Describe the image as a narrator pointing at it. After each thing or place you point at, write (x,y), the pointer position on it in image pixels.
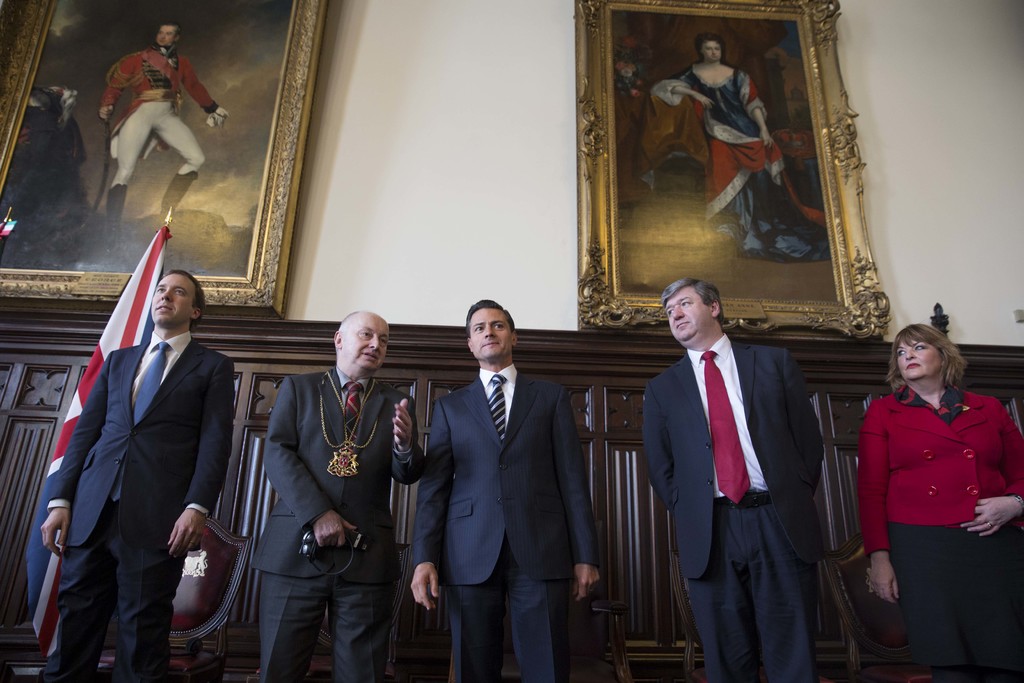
In the center of the image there are group of persons (103,506). In the background (65,338) there is a flag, photo frames (143,171), and wall (377,240).
